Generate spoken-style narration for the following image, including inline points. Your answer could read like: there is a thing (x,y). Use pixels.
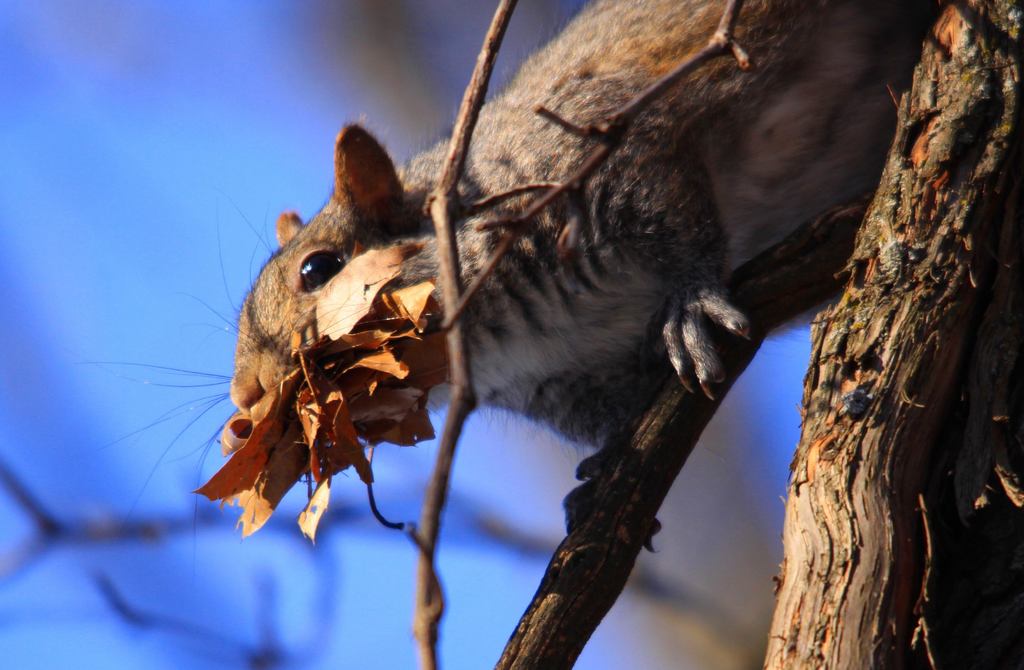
In this image we can see an animal (439,401) eating dry leaves (365,400) is on the tree branch (799,276). The background of the image (712,518) is blurred, which is in blue color.
